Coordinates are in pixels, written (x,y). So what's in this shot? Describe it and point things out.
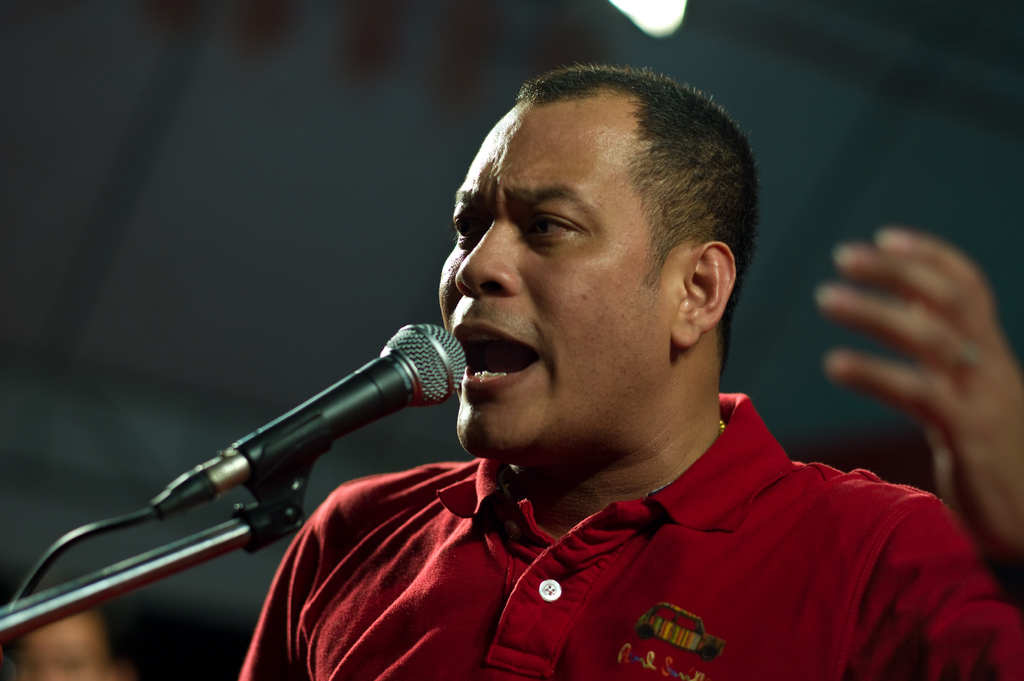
In this picture I can observe a man (474,527) in the middle of the picture (534,335). In front of the man (533,115) I can observe mic (390,393). The background (225,499) is blurred.
